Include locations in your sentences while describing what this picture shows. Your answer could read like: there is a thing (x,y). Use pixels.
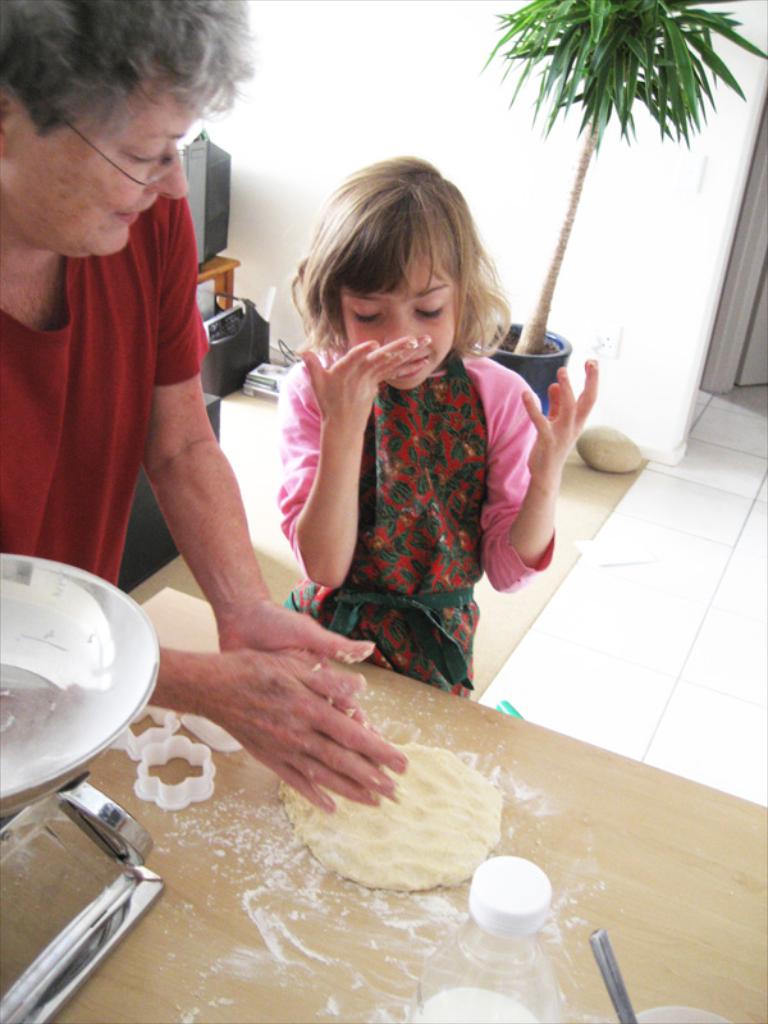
In this picture we can see a plant (590,99) and two people (343,449) in front of the plant (585,89) and they are standing in front table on which there are some things (444,784).
